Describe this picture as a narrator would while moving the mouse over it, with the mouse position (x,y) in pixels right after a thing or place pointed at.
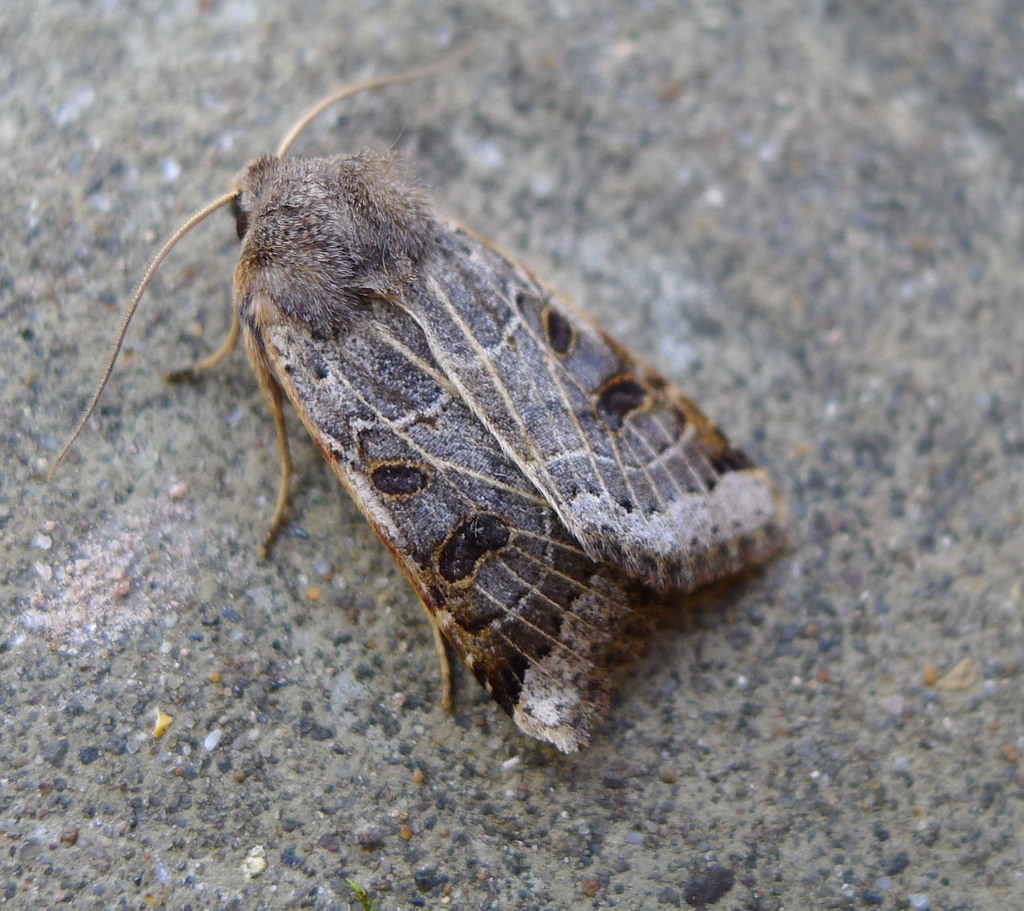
In this image I can see a insect (644,568) in brown, grey and black color. It is on the grey surface (156,627).
